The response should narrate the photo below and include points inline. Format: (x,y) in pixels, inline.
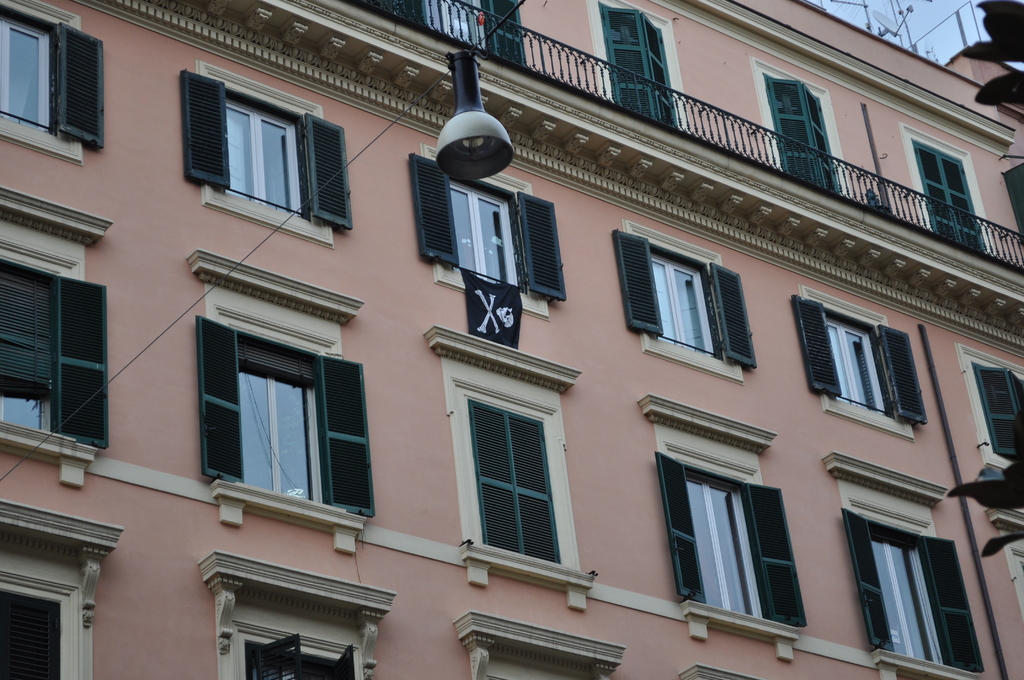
In this picture we can see building (482,204), there are so many windows (515,277) to the wall (398,229) and there is a light (456,150) to the rope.
